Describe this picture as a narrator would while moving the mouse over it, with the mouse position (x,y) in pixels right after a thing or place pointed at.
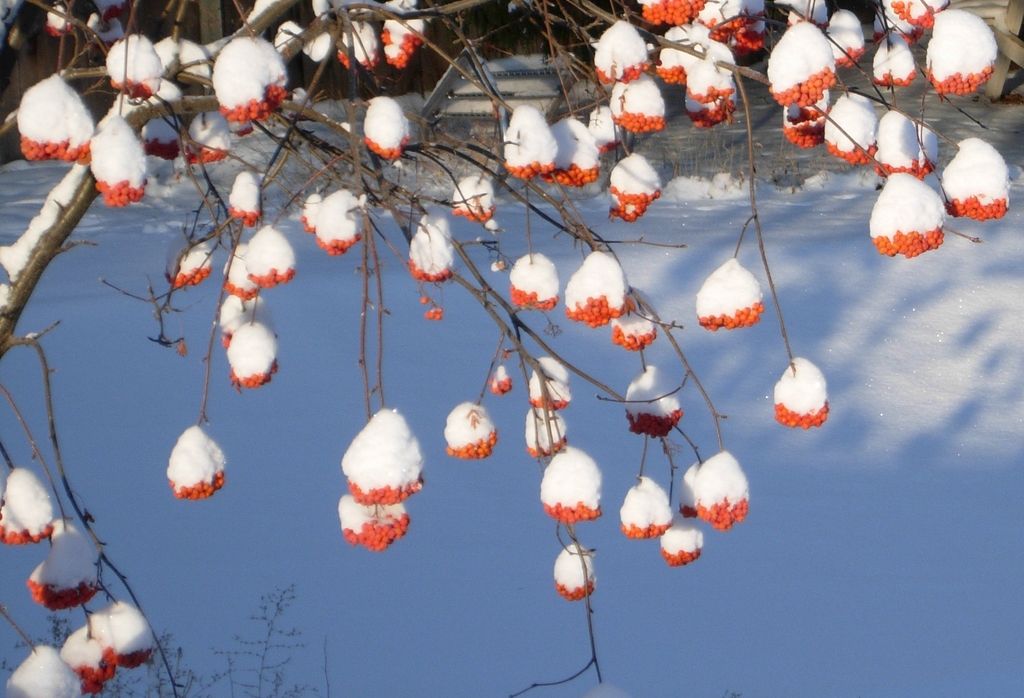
In this image I can see a tree (500,185) and to the tree (248,25) I can see few orange colored objects (253,107) and I can see snow (241,89) on them. I can see some snow (261,426) on the ground (267,434) and few other objects (297,82) in the background (244,456).
